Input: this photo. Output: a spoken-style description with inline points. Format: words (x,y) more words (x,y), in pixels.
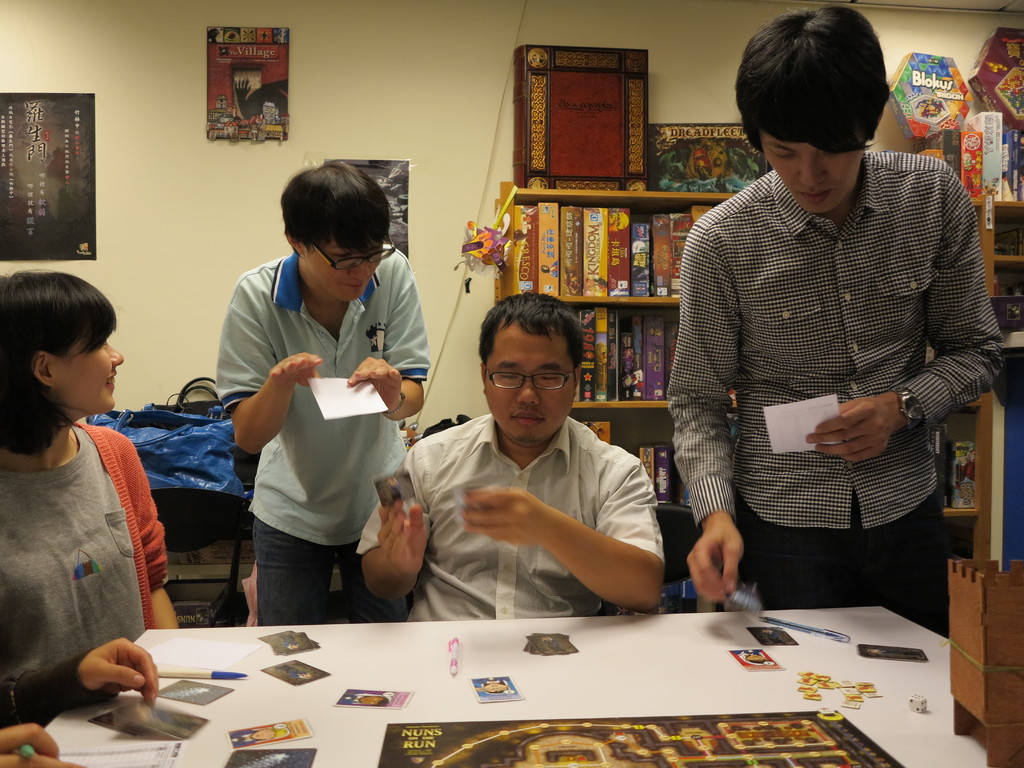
In this image I see 3 men (913,377) and a woman (131,511) and I see that there are cards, a dice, 3 pens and a board (600,719) over here and I see that this woman (111,548) is smiling. In the background (246,28) I see the books (558,211) on the racks (650,435) and I see 3 posters (50,211) on the wall (172,361) and I see the blue bag (177,457) over here. I can also see few more things (920,69) over here.
